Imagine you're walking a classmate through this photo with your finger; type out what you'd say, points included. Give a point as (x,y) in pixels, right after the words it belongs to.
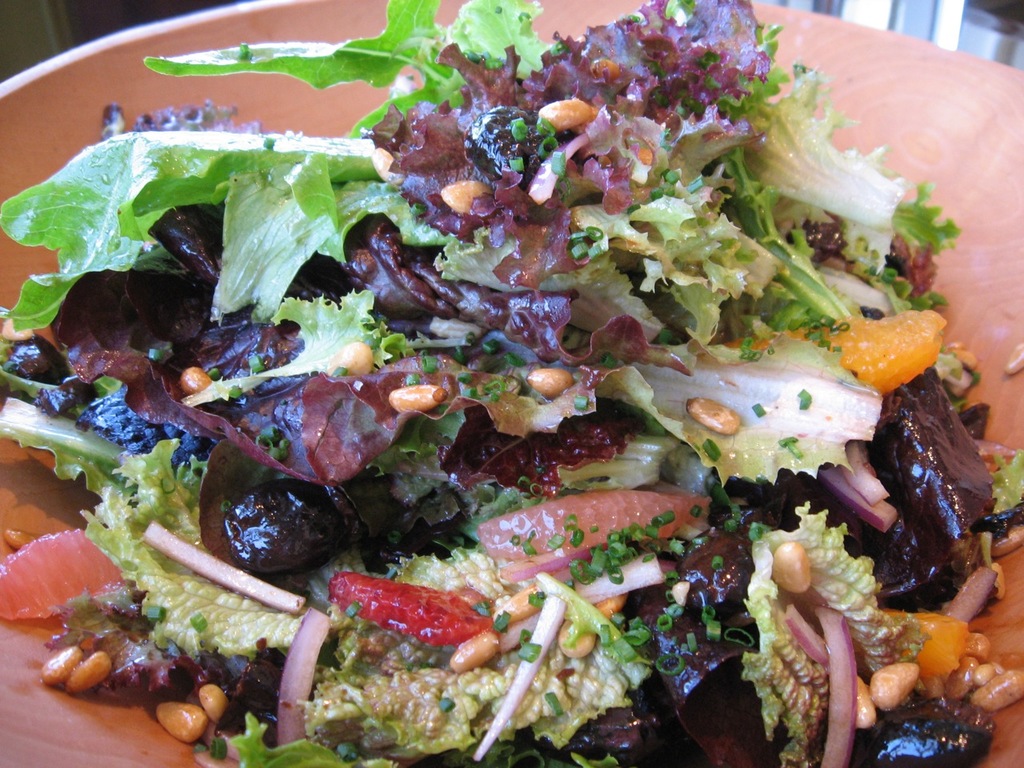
In this image we can see the food item (771,130) in a plate (971,112).
